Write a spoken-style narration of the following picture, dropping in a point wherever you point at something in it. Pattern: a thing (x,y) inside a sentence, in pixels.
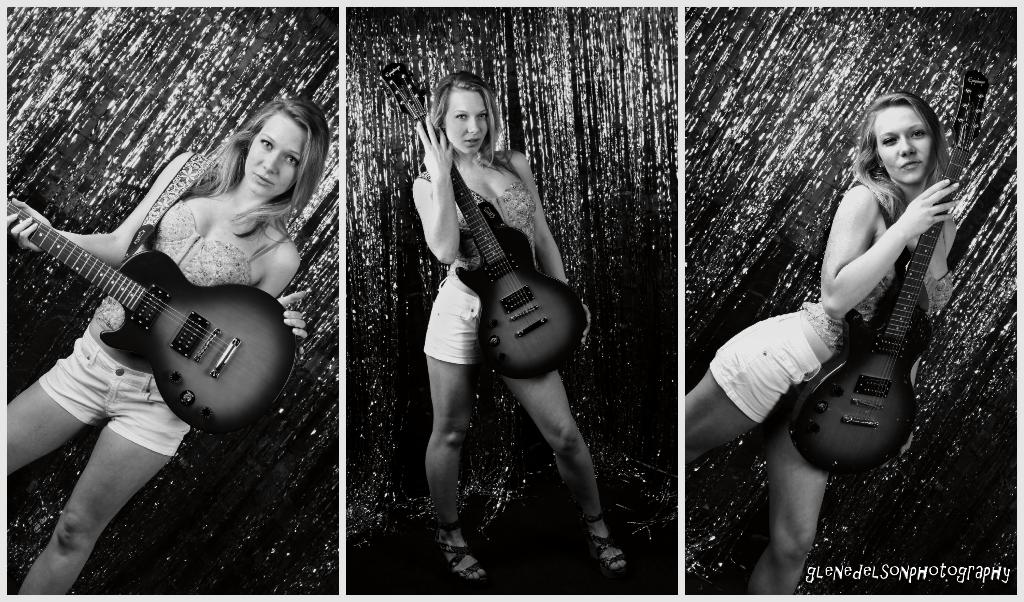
This picture shows a woman (227,243) holding a guitar (187,340).
